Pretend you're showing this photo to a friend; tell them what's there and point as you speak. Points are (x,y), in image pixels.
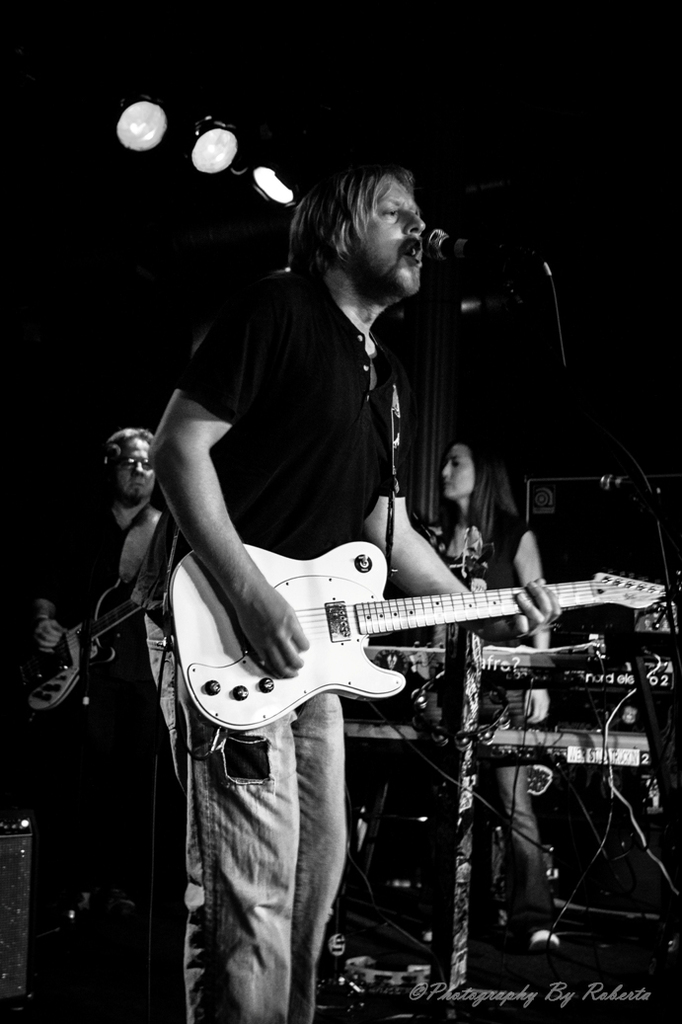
The person (307,403) wearing black shirt (302,455) is playing guitar (414,621) and singing in front of a mic (448,251) and there are few other people (490,518) standing beside him.
